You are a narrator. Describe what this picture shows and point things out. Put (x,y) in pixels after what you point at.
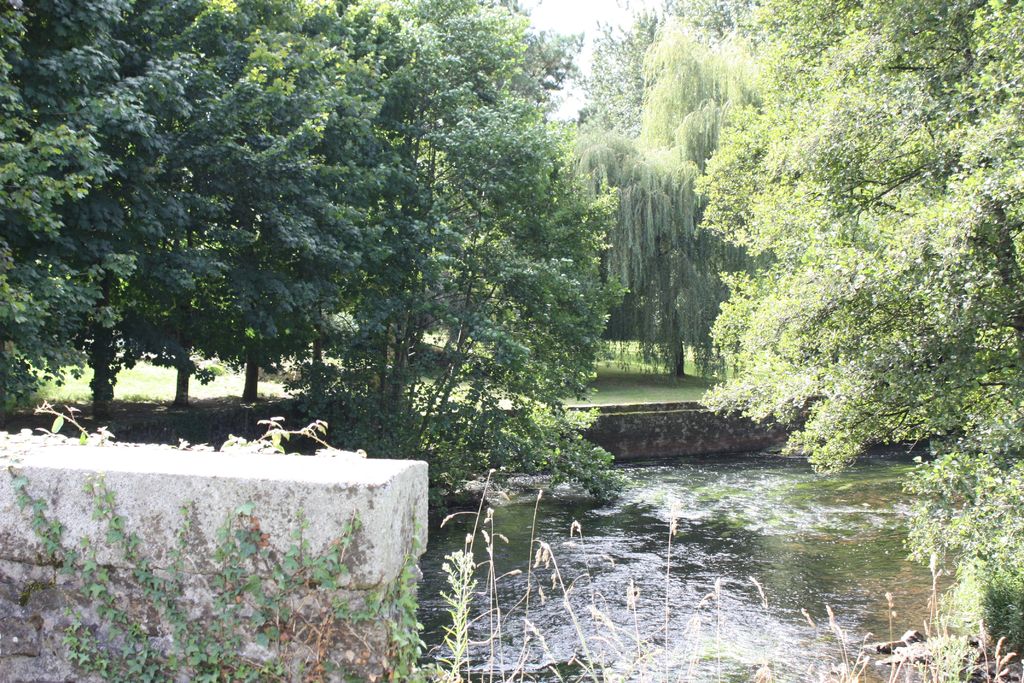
In this image, we can see water (863,526) and there is a wall (318,460), we can see some green trees (502,216).
